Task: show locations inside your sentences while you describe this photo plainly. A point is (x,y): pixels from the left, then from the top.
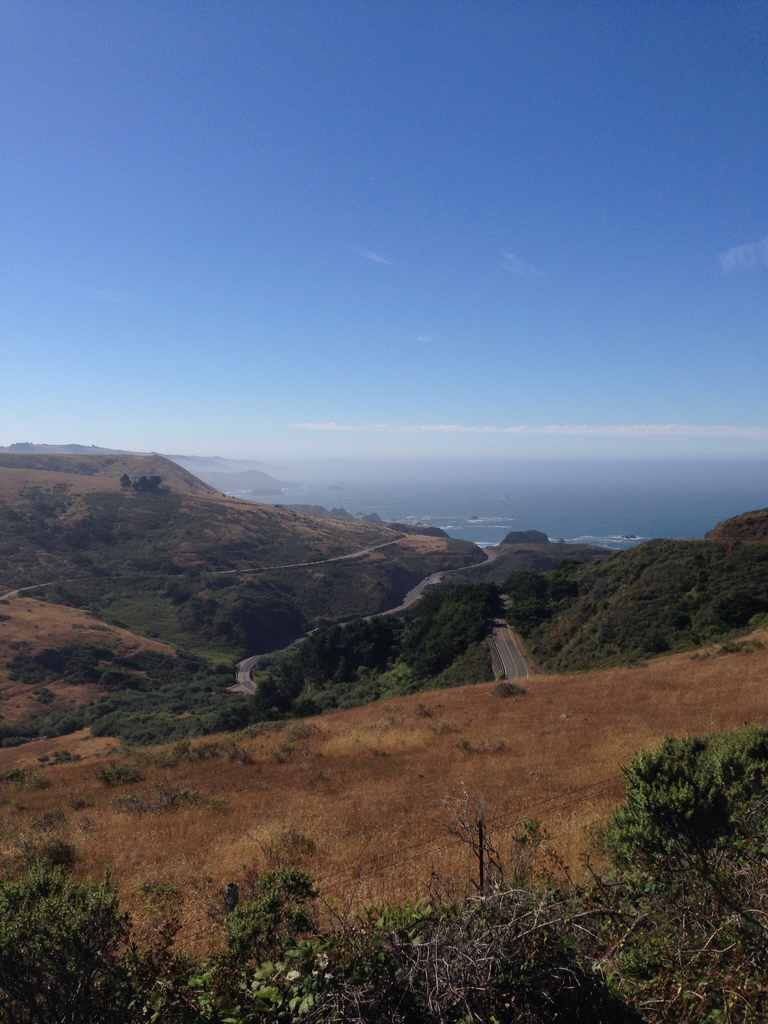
This picture is taken from the outside. In this image we can see trees (691,820), road (518,651) and sky (415,297).
